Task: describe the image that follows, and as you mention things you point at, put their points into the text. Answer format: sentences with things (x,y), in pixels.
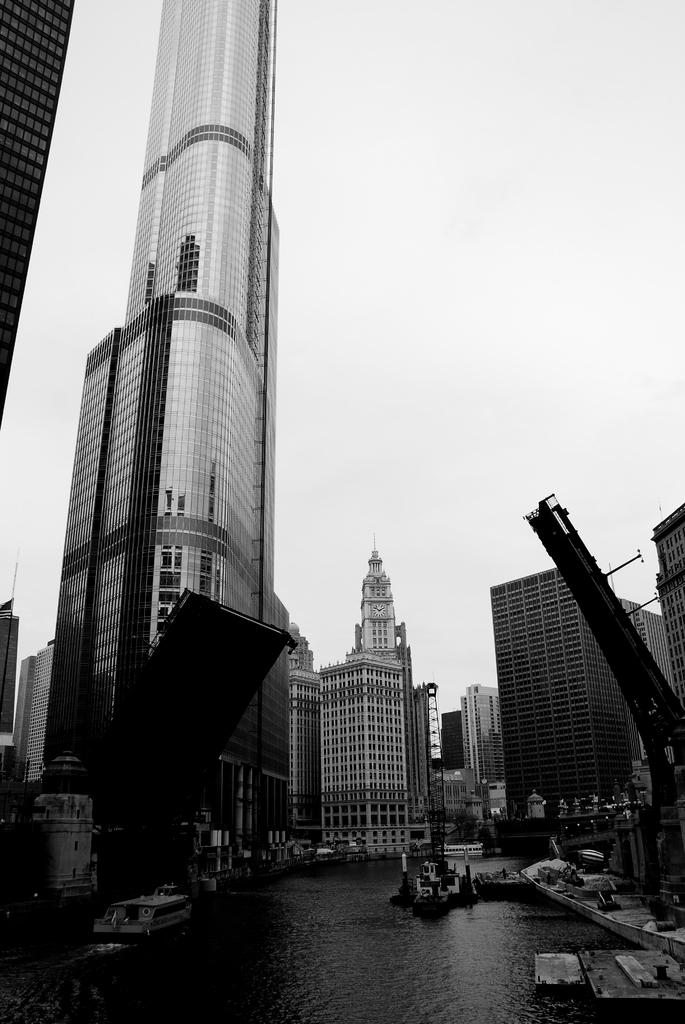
In the center of the image (298,681) we can see water (342,913) and buildings (323,743) on both sides. In the background (375,417) there is a sky (416,396). And we can see some boats (108,920) on the water (18,933).
